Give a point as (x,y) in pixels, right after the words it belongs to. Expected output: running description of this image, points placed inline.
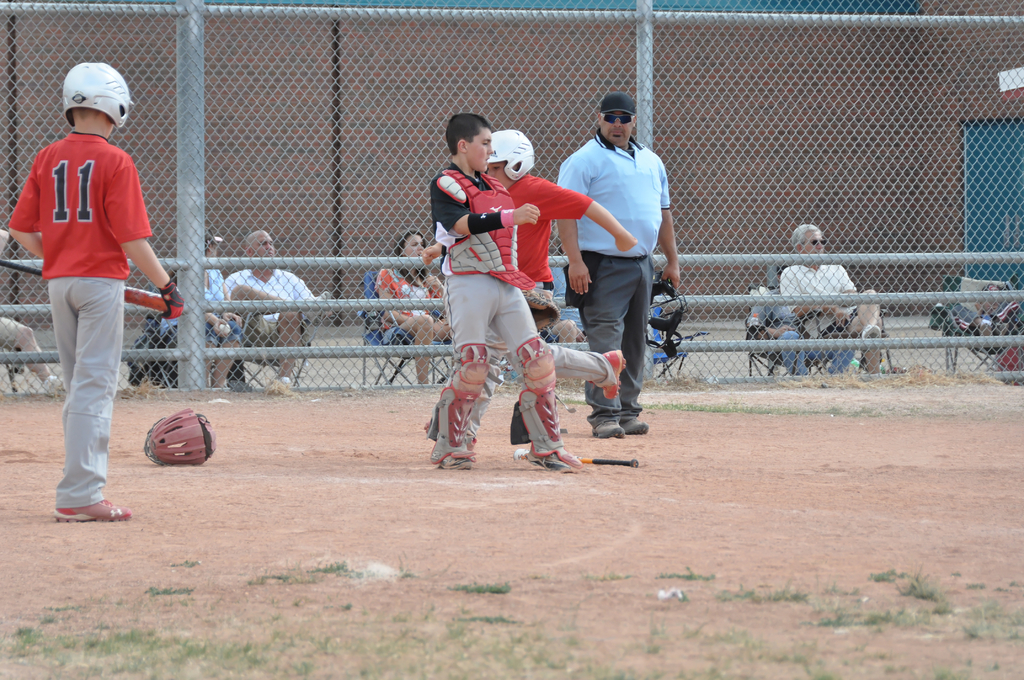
In this picture there are boys (488,270) in the center of the image (447,314) and there is another boy (51,147) on the left side of the image (30,212), it seems to be they are playing, there are other people (630,100) and a net boundary (912,147) in the background area of the image (934,89).
